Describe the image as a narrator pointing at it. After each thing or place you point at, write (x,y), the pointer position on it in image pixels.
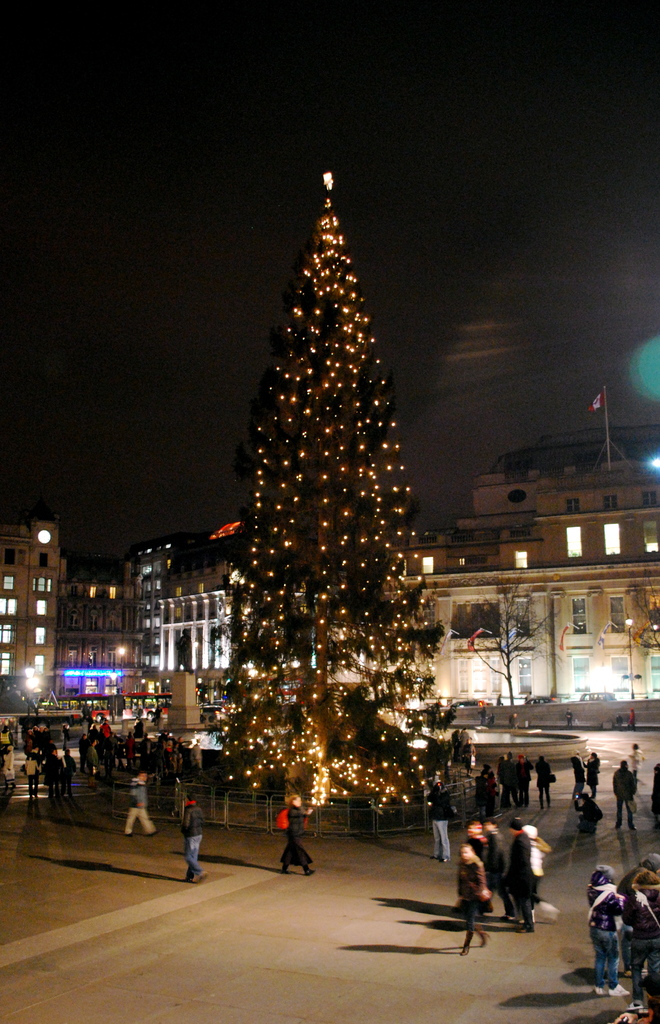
This picture is clicked in the city. At the bottom of the picture (353,900), we see people (534,840) are walking on the road (419,830). In the middle of the picture (350,353), we see a tree (376,570) which is decorated with the lights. There are street lights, buildings (65,659) and trees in the background (547,586). At the top of the picture (254,202), we see the sky (533,340). This picture is clicked in the dark.
